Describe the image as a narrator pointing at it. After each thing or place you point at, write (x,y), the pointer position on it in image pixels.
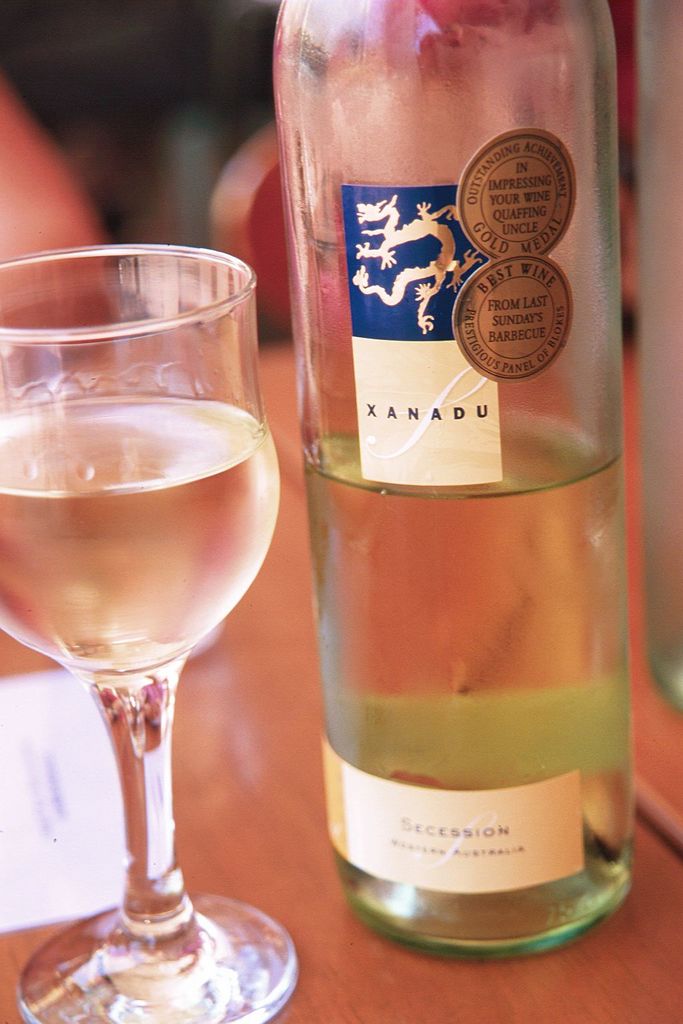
In this image I can see the bottle (445,508), glass (162,391) and few objects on the brown color surface (280,865). Background (80,121) is blurred.
